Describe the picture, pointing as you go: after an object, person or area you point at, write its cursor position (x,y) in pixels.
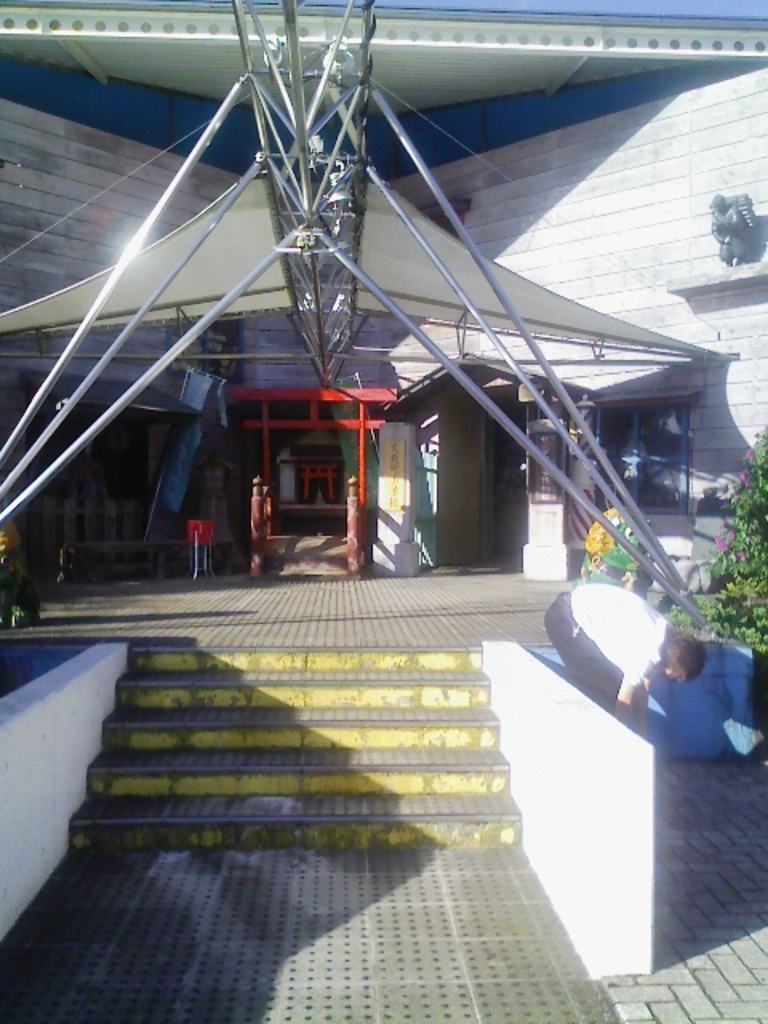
In this image in the foreground (364,663) there are steps (319,653). Here there is a building (739,454). On the right (744,562) there are plants (723,570). Here there is a person (602,645). On the ground (692,885) there are tiles (387,888). These are poles (47,386).
